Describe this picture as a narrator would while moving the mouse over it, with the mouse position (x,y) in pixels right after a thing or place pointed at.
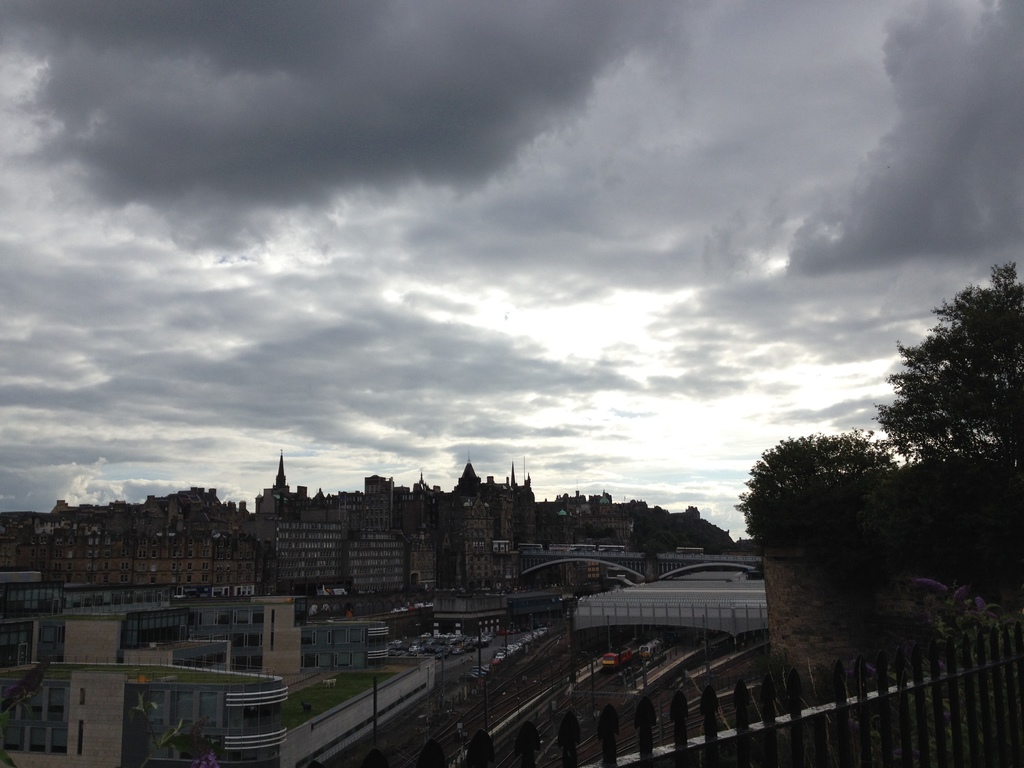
In this picture we can see buildings (333,571), trees (767,541), bridge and some vehicles (444,641) on the path (491,648) and a cloudy sky (495,274).
